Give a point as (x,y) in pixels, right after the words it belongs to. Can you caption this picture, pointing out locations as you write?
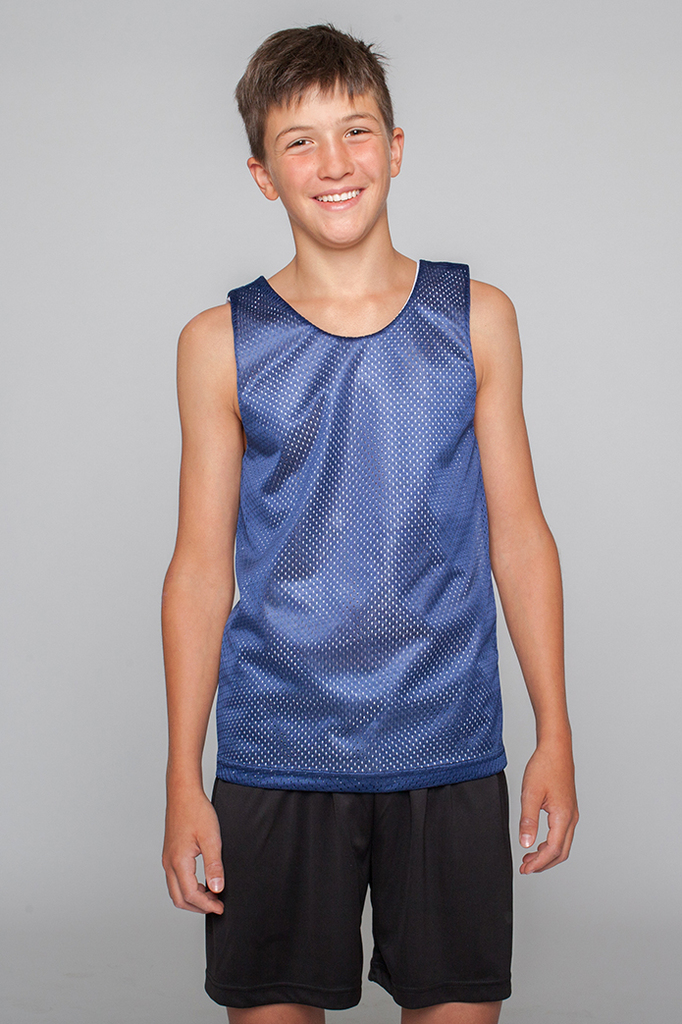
In this picture I can see a boy (345,247) standing with a smile on his face (306,224) and I can see plain background (643,641).
